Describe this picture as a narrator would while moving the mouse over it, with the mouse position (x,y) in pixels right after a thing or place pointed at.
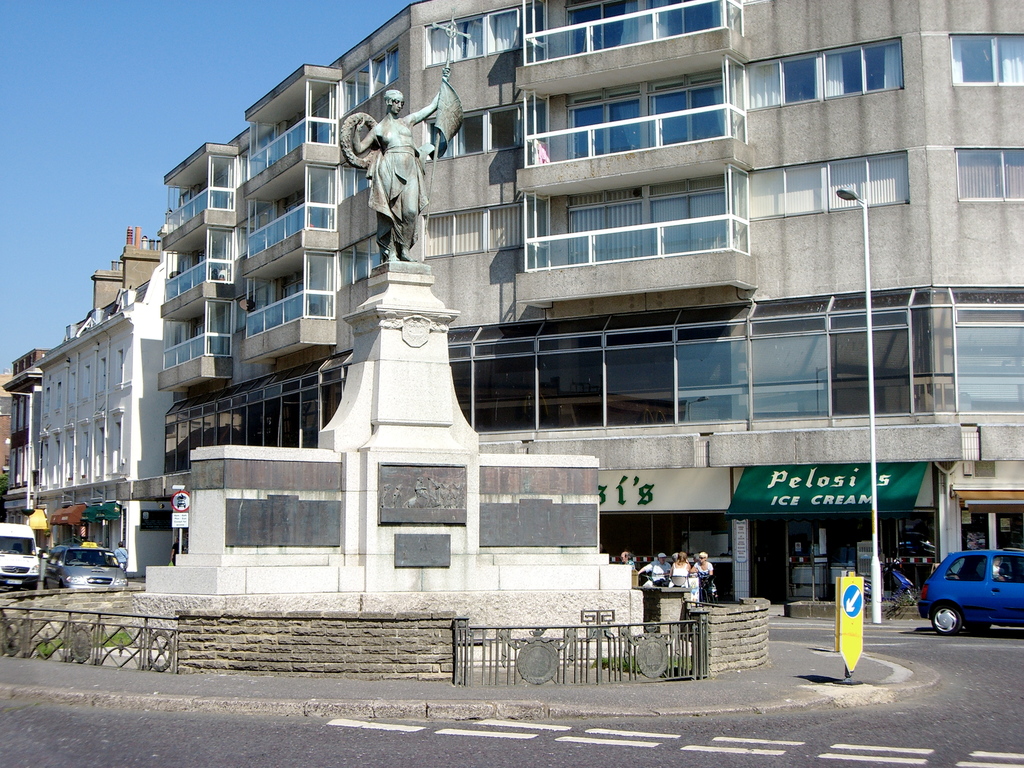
At the bottom (562,762) we can see road (543,766), fence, statue (404,205) on a platform (339,497) and a board (852,596) on the floor (751,699). In the background (67,557) there are vehicles (87,581), few persons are standing, poles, buildings (171,450), sign board poles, glass doors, a board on the wall (1023,105) and sky (68,50).
